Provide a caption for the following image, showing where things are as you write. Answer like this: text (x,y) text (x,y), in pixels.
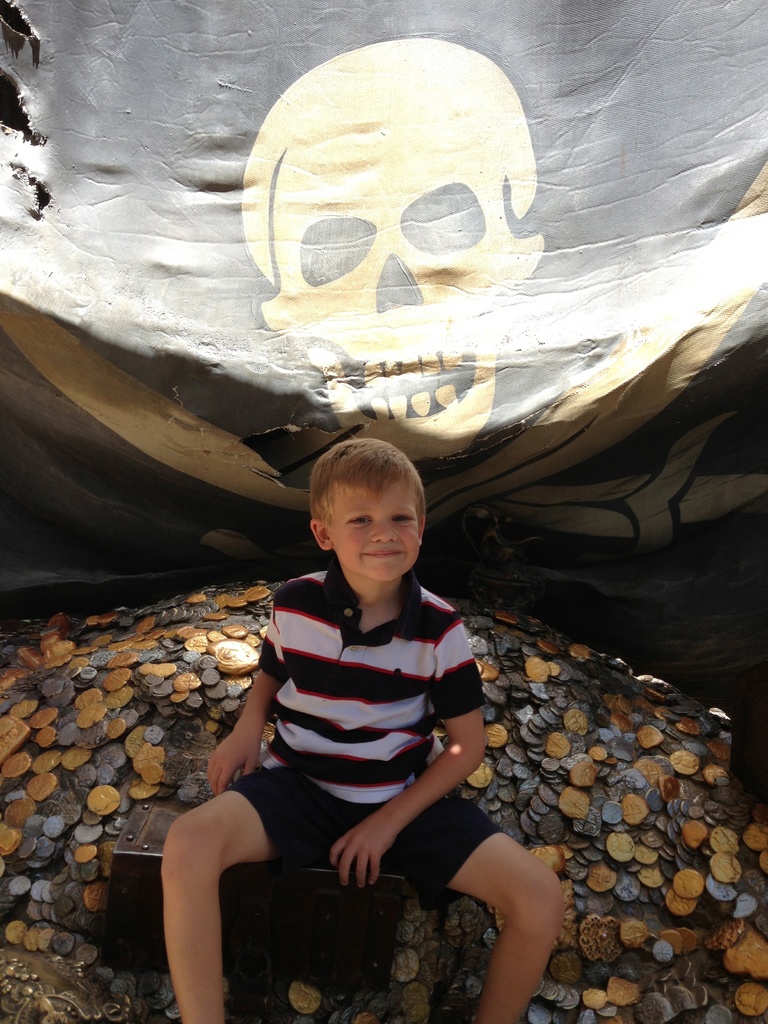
In this image we can see a boy (230,738) sitting on a box (284,887). Also there are coins (517,670). In the back (399,244) there is a banner (381,271). On the banner (410,229) there is a drawing (407,275) of a skull (354,247).
